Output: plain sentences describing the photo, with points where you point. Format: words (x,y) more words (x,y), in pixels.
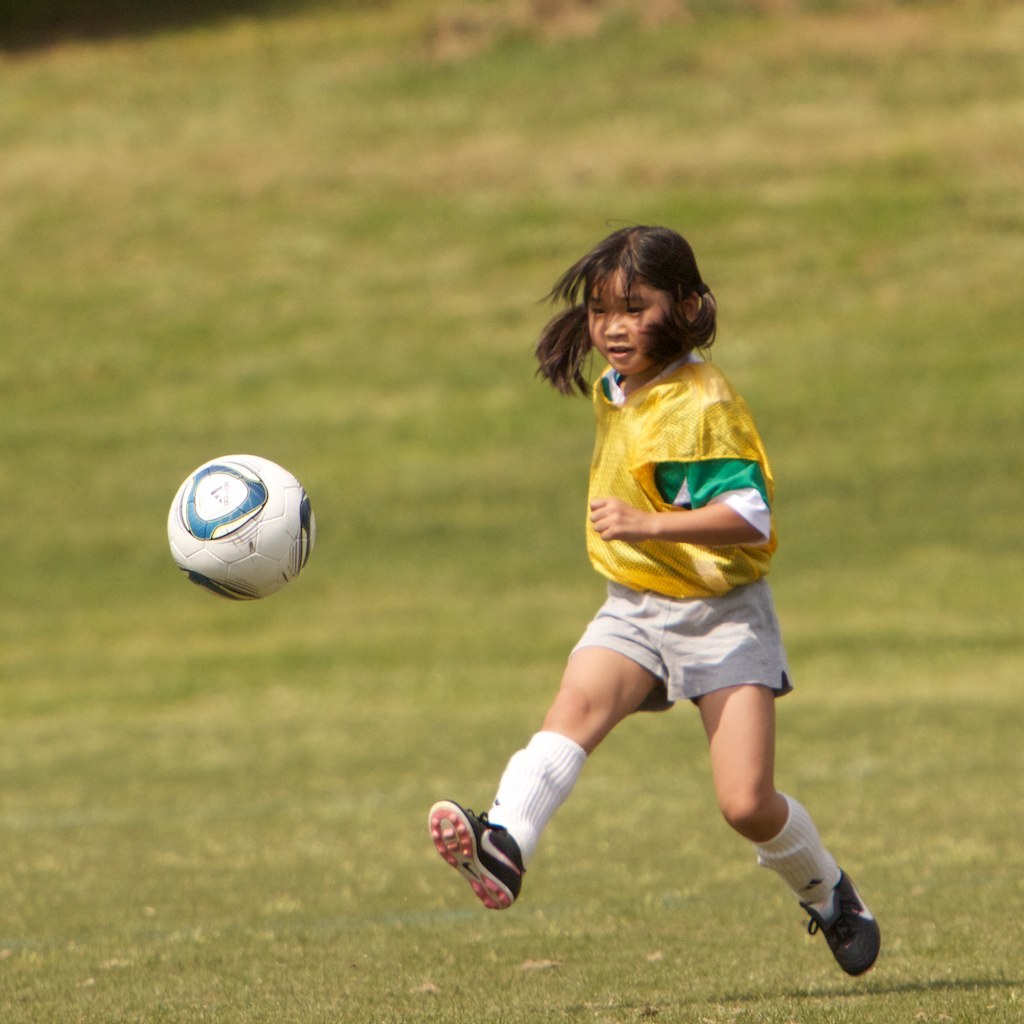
In this image we can see a girl (661,639) running. On the left (214,487) there is a ball (221,586). At the bottom (283,937) there is grass (661,978).
